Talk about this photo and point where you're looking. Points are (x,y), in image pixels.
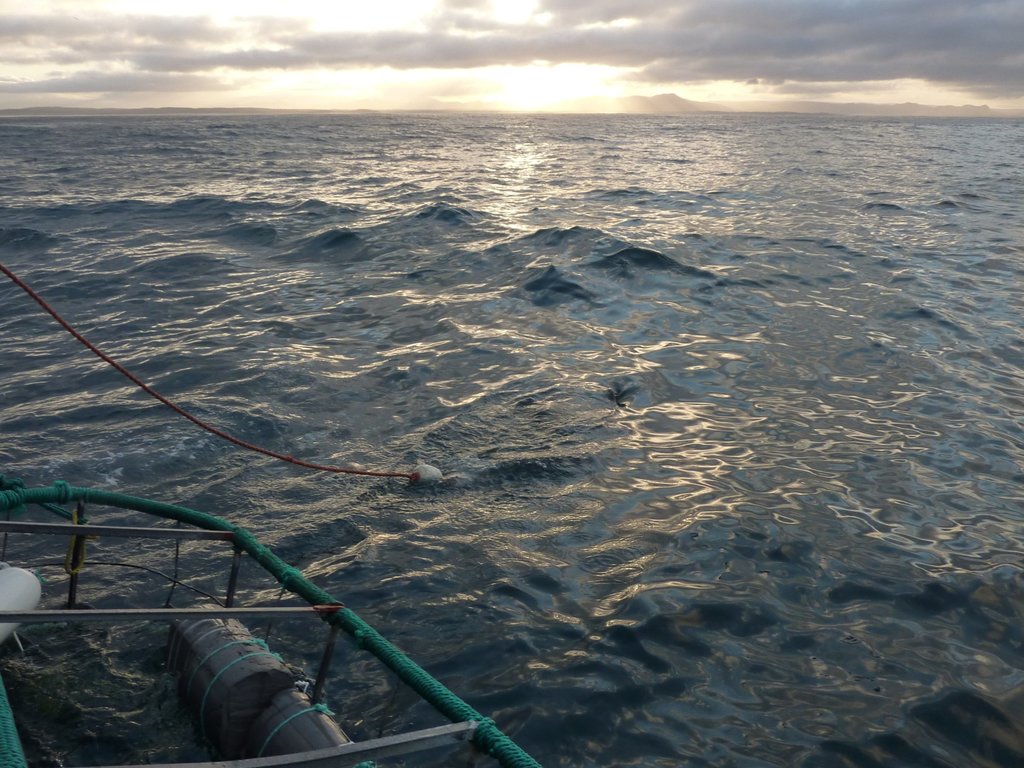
In this picture we can see water (706,517) here, on the left side (213,628) there is a boat (128,615), we can see a rope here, there is sky (515,73) at the top of the picture (530,45).
